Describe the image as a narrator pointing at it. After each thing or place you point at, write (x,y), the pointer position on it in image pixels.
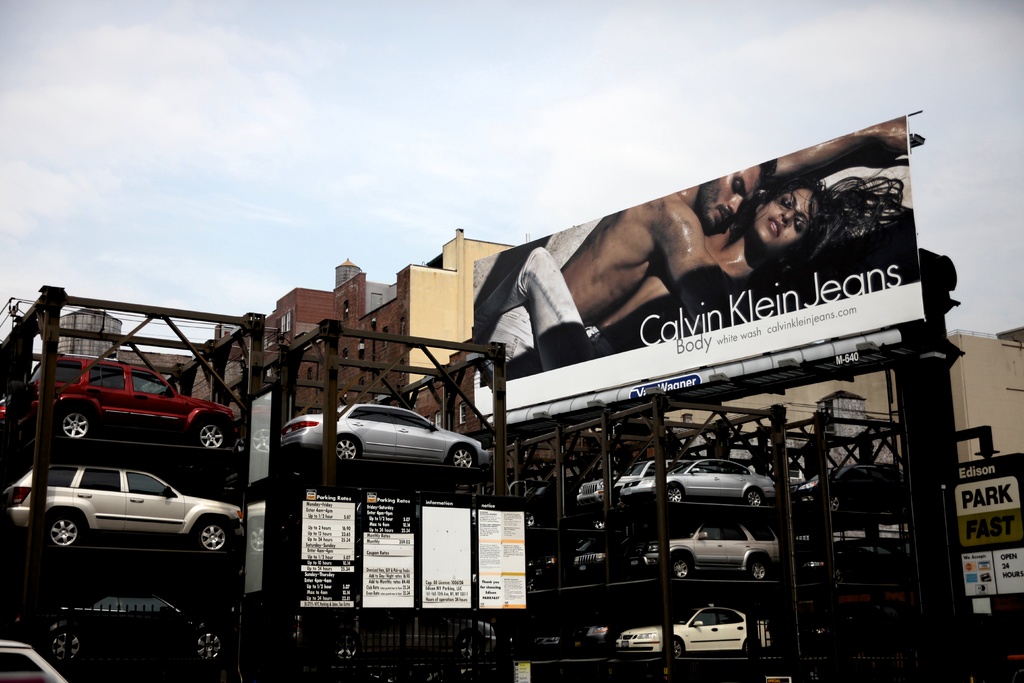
In this image, I can see the cars (295,434) in auto stackers (728,520) and there are boards (967,552). I can see a hoarding (646,261) of two persons (692,288) and the words (721,343). In the background (194,322) there are buildings (394,302) and the sky (551,177).
